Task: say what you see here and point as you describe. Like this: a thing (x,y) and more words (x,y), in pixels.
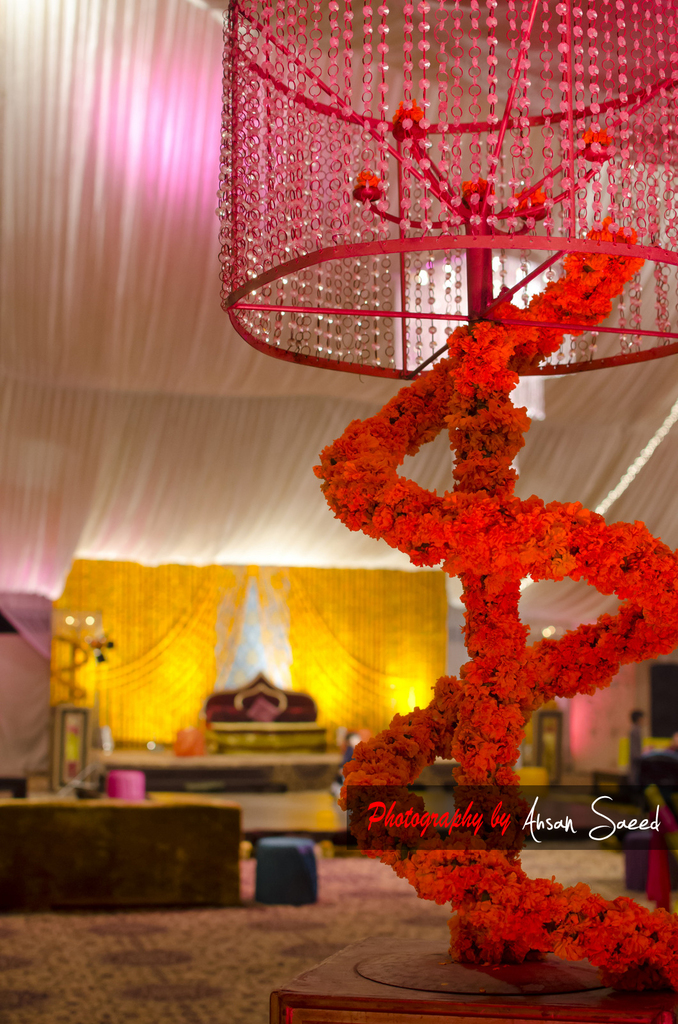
Here I can see a lamp (343,155) which is decorated with red color flowers (481,589) and it is placed on a stand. In the background (150,752) there is a stage (214,760) and a chair (257,698) is placed on it. This is looking like a hall (150,383). On the top of the image (102,158) I can see a white colored cloth (106,245) is hanging.
